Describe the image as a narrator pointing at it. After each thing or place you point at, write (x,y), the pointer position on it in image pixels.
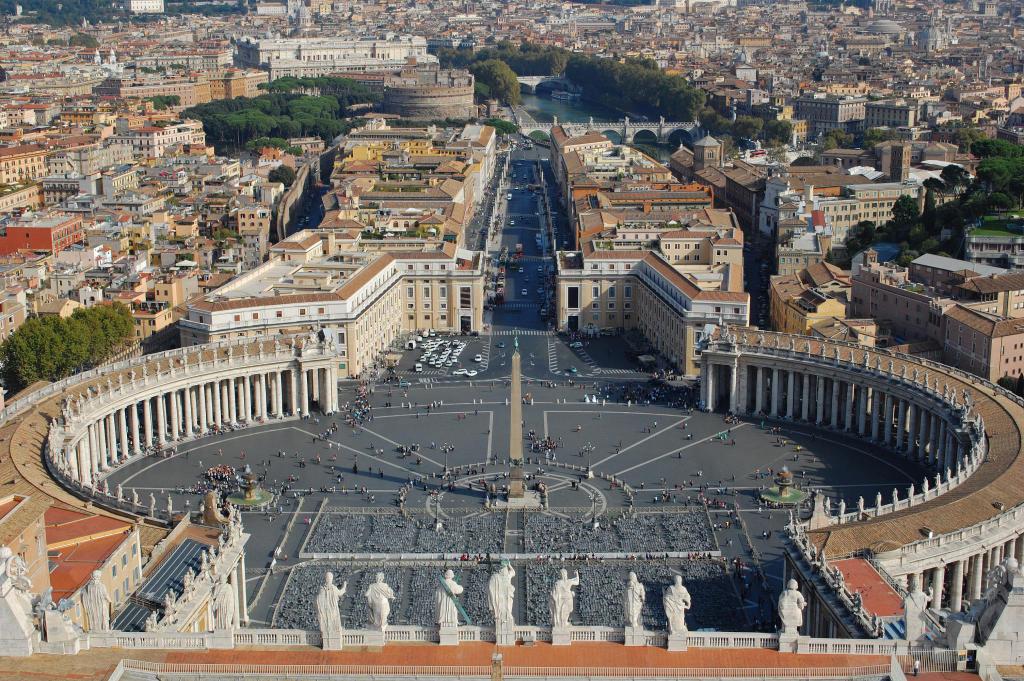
There is a building (198,407) with pillars (959,562) and statues (512,622). There is a ground (402,475). On that there are many people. In the center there is a pole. In the background (196,191) there are many buildings (397,222) with windows (567,296). Also there are trees (66,324).
